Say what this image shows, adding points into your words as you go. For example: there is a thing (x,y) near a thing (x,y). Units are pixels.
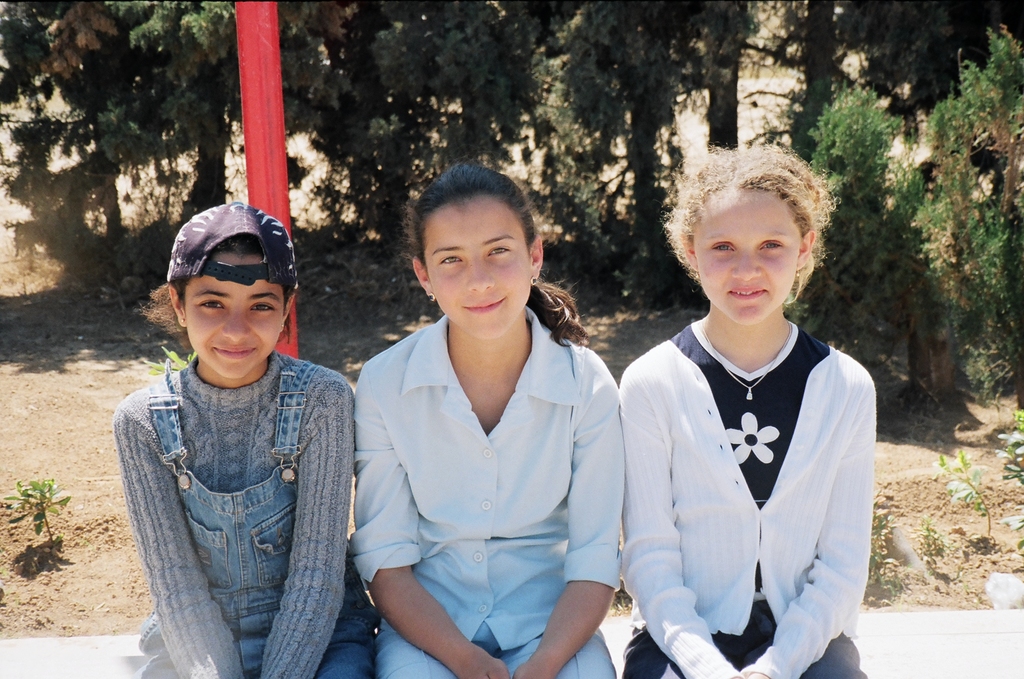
There are three girls (369,369) sitting here. The girl (649,438) on the right side (706,490) is wearing a white colour jacket (708,512) and the girl (533,496) in the middle (506,439) is wearing a light blue shirt (480,509) and the girl (253,518) on the left side (225,532) is wearing overalls (242,537) and she is wearing a cap (219,229) on her head (246,241). These three girls (246,282) are smiling. The girl (250,354) in the left side (215,448), beside her there is a plant (41,509). And there, behind the three of these girls (725,435) there is some open space (82,374). And in the background (411,78) we can observe some trees (558,78) and a red colour pole (255,106).
